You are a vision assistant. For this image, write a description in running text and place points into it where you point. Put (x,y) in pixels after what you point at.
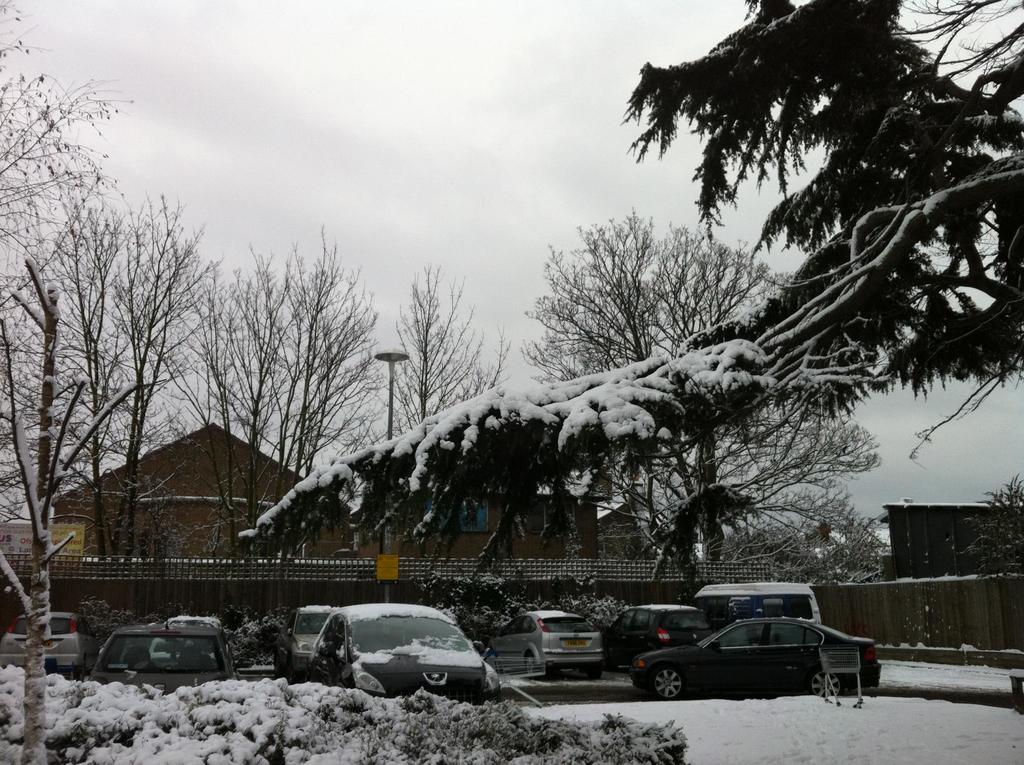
In this image we can see shrubs (145,694), trees (400,463), cars (669,633) and the road (802,703) are covered with the snow (332,743). In the background (318,575), we can see wooden house (949,538), light pole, fence (1000,610) and the cloudy sky (512,302).
